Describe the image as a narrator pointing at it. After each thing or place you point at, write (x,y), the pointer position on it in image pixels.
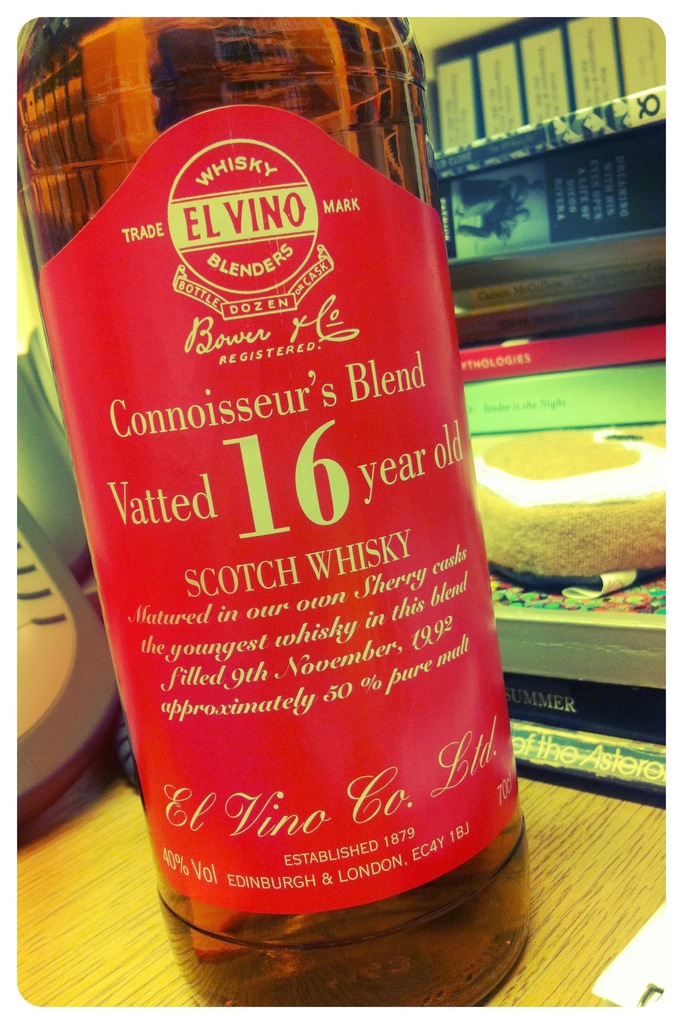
In the image we can see there is a whisky bottle (231,594) which is kept on the table (58,927).
